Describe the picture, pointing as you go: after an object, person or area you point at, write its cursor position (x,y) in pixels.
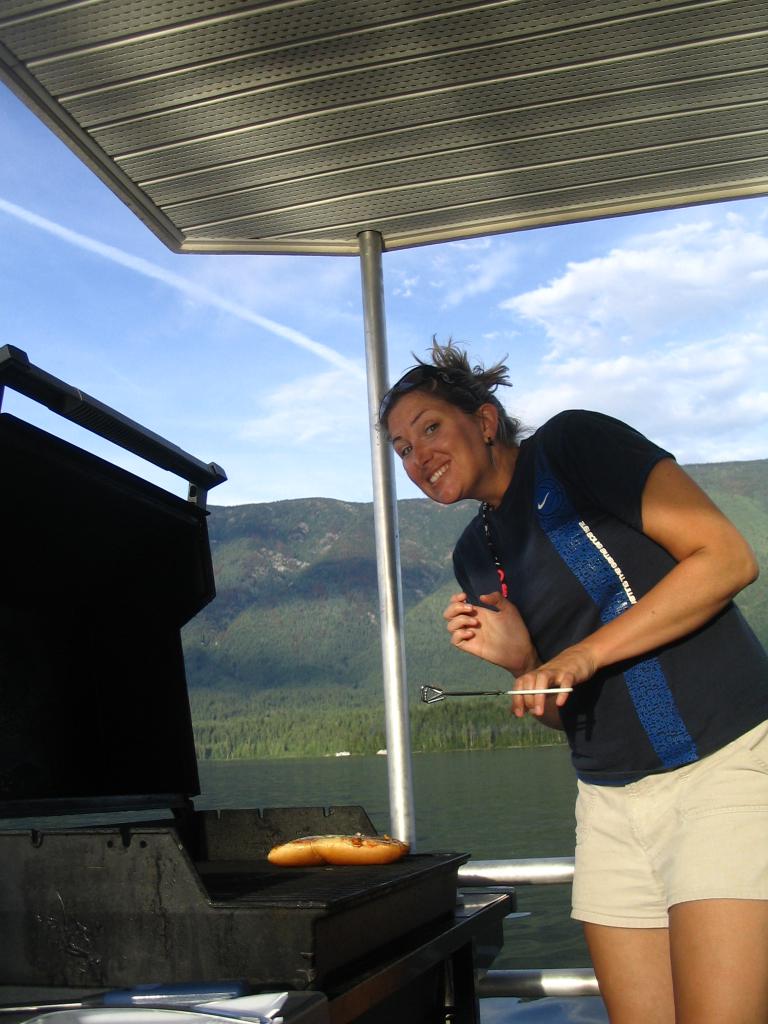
On the right of this picture (521,522) we can see a woman (567,561) wearing t-shirt (561,548), holding some object (485,690), smiling and standing. On the left (237,1005) we can see the food item (341,857) placed on the top of an object (218,917) which seems to be the table (341,926), we can see there are some objects (127,998) placed on the top of the table (145,895). In the background (267,496) we can see the sky (254,360) with the clouds (662,322) and we can see the metal rod (363,250), metal roof (364,83) and we can see the hills (299,601), trees (438,725) and a water body (449,753) and some other objects (180,738).
